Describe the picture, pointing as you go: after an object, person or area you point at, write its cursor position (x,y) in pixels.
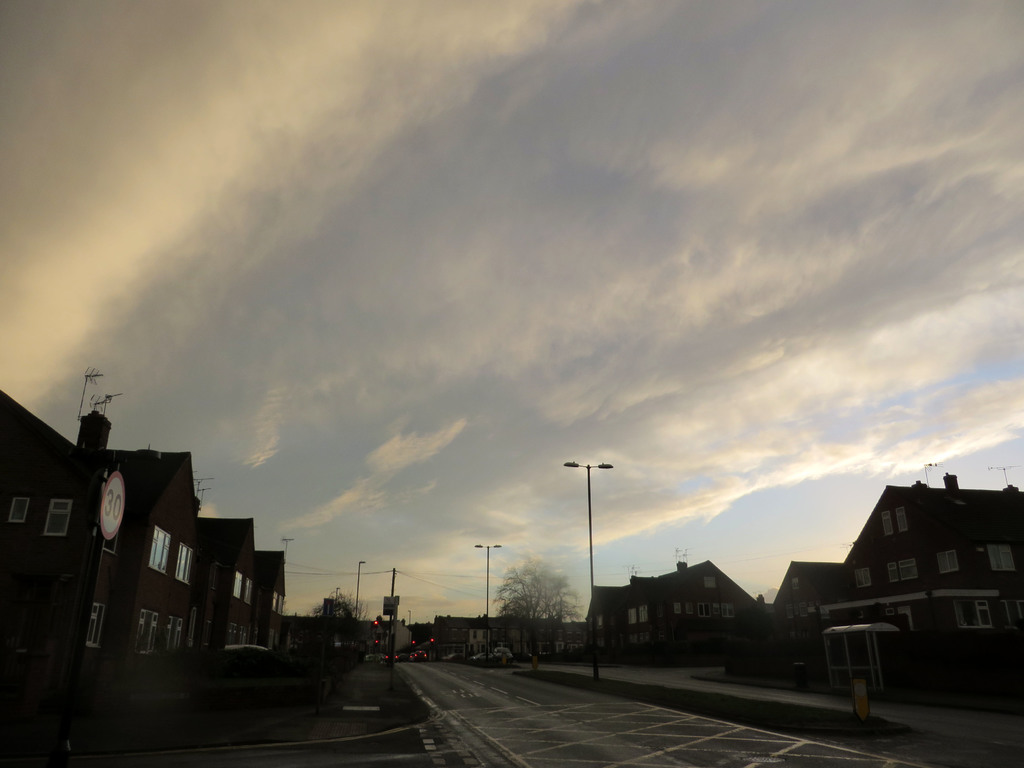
In this image we can see roads (323,761), plants (807,638), grass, trees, boards (325,606) on the poles (318,692), street lights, buildings (139,478), windows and objects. In the background (406,660) we can see vehicles (495,658), buildings (464,640), poles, trees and clouds (310,286) in the sky (393,352).
